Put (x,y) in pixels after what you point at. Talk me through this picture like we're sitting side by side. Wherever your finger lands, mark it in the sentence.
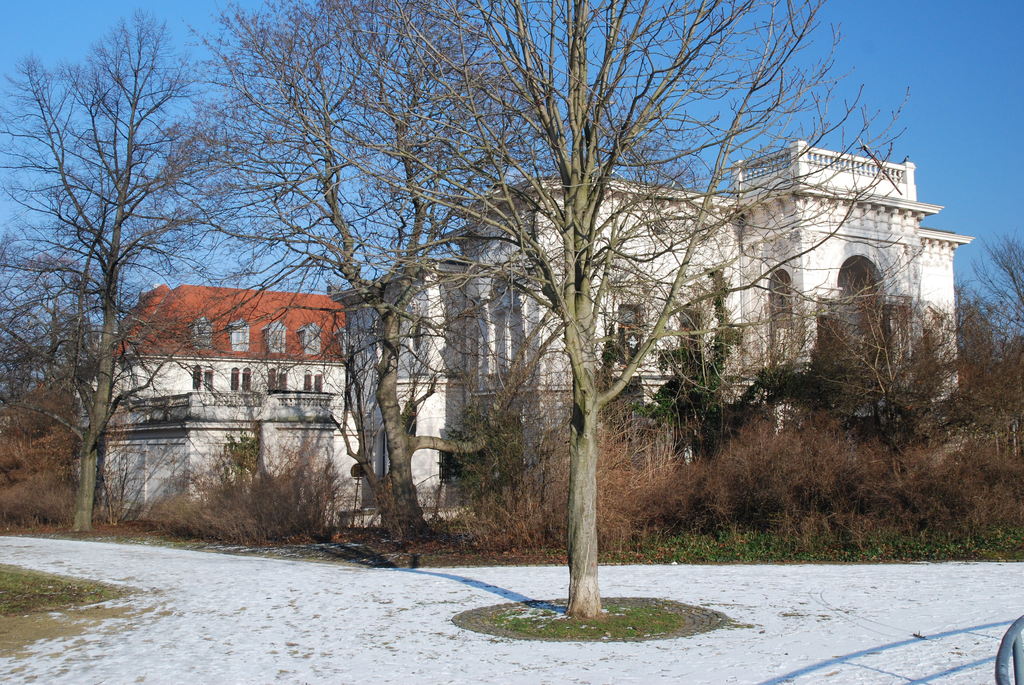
In the foreground of the picture (451,58) I can see the deciduous trees (131,132). I can see the snow (384,592) at the bottom of the picture (657,565). In the background (544,356), I can see the buildings (881,248).
